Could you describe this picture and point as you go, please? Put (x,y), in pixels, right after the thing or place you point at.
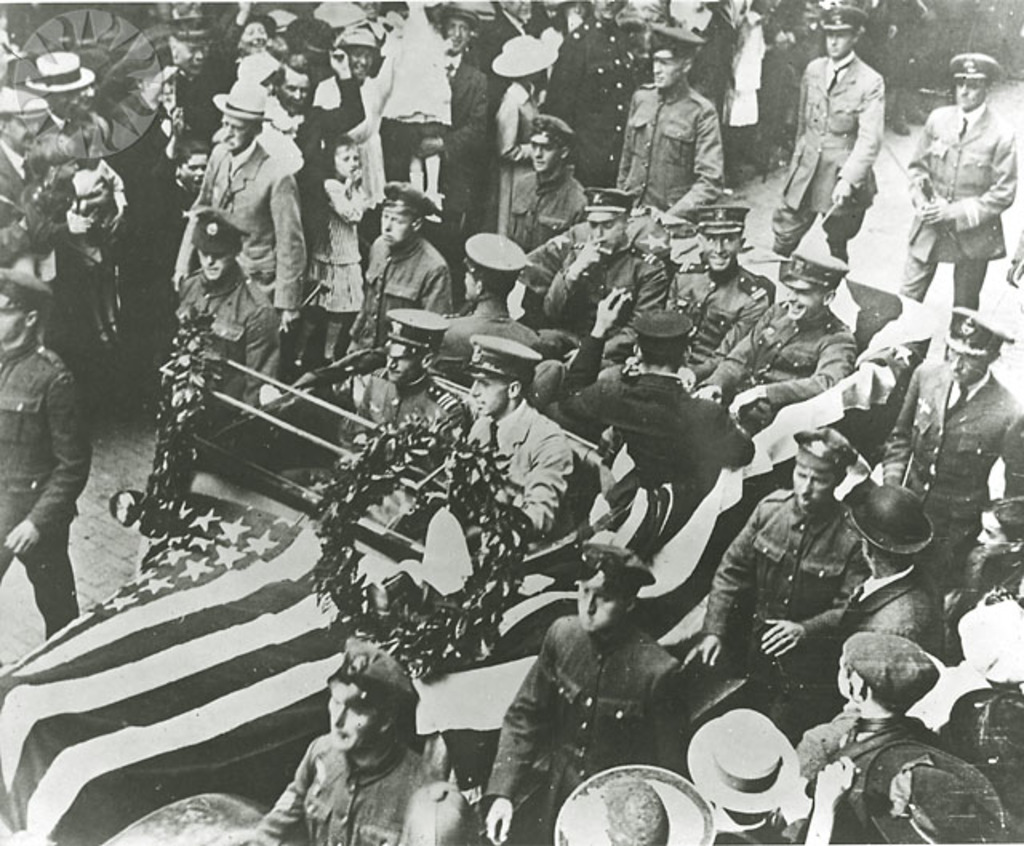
This is a black and white image where we can see people (571,713) on the left (56,118) and right side (1008,732) are walking on the road (1008,81) and we can see these people (402,377) wearing uniforms (718,439) and caps (803,266) are sitting in the car (520,295) which is moving on the road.
